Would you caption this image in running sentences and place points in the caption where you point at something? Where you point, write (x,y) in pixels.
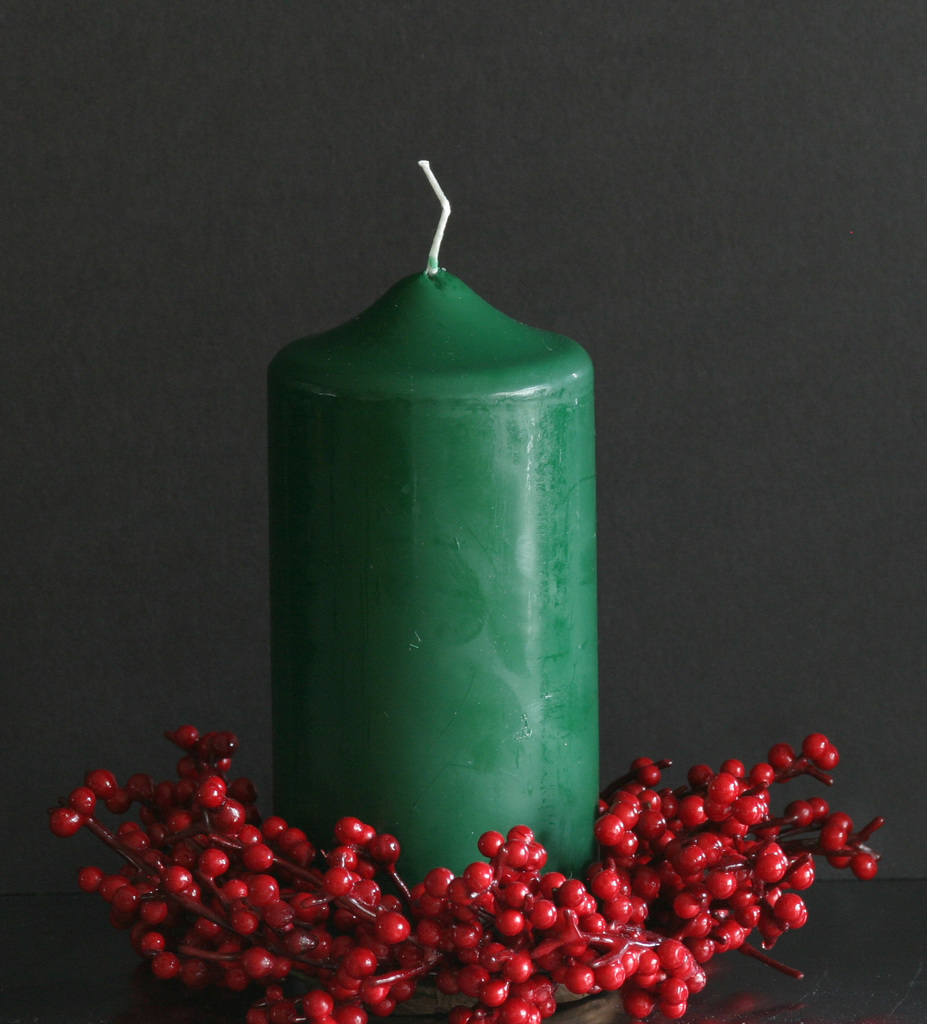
In this image there is a green colour candle (416,595). Before it there are few artificial fruits (423,912) are on the table (814,959). Behind the candle (417,575) there is wall (14,514).
